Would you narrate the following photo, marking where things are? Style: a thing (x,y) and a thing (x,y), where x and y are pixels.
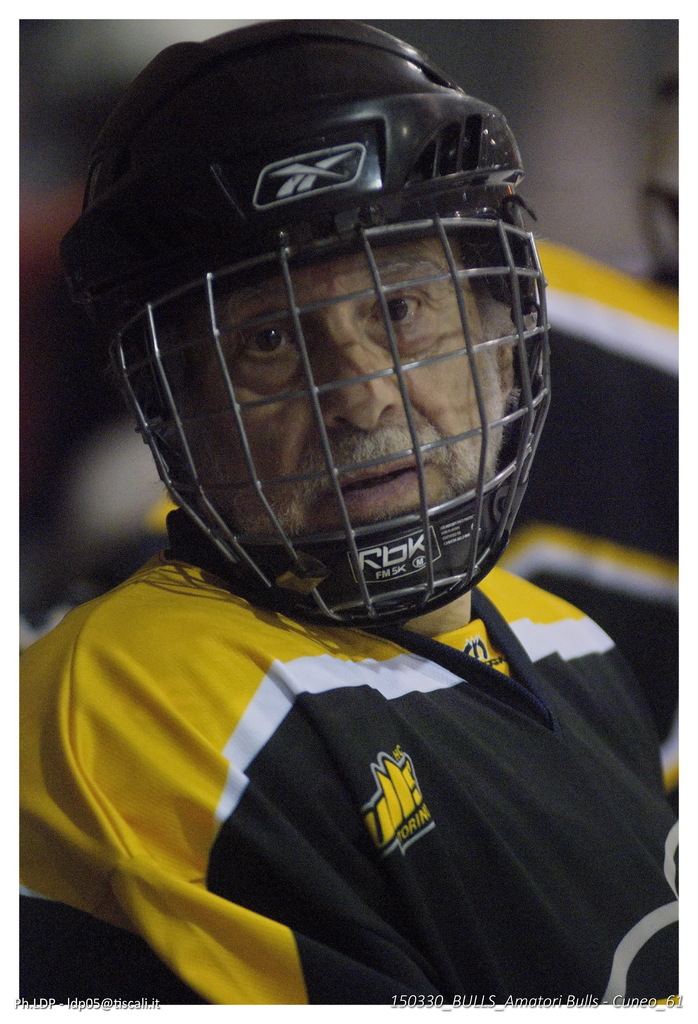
In this picture there is a man (116,183) in the center of the image (436,493), he is wearing a helmet (362,150) and the background (27,545) area of the image is blurred.
